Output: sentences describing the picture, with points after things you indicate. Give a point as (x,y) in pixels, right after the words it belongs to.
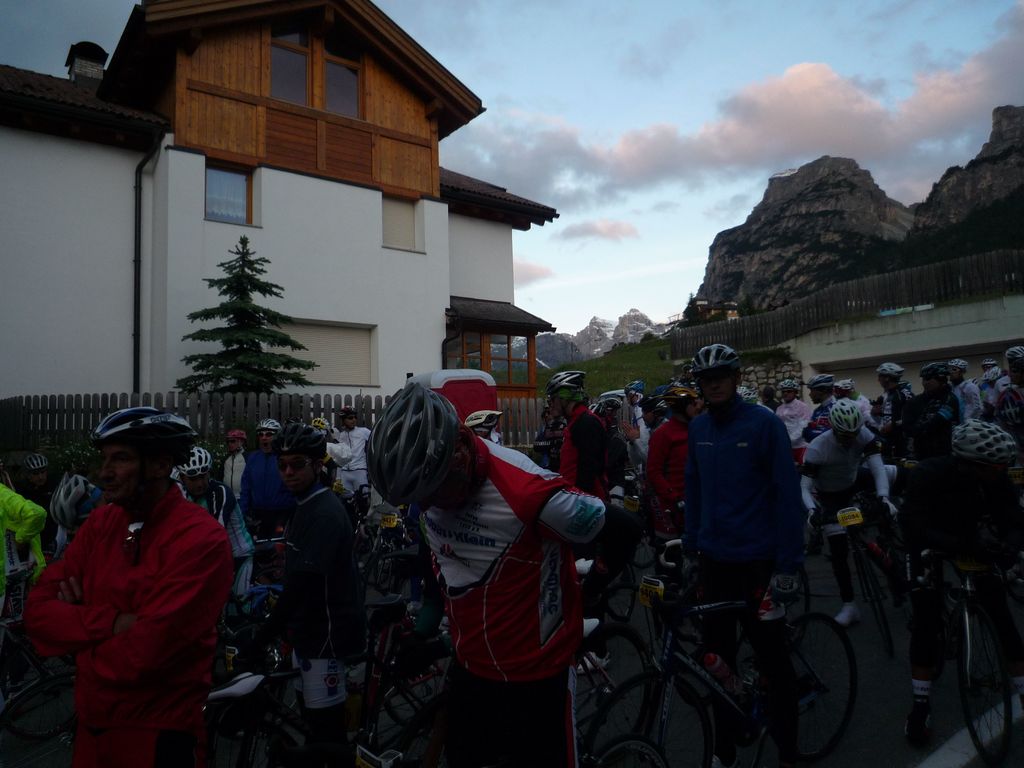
In this image I can see number of people (955,361) are standing with their cycle (675,680). In the background (242,341) I can see a tree (223,266) and a house (287,157). I can also see clear view of sky (656,190).
